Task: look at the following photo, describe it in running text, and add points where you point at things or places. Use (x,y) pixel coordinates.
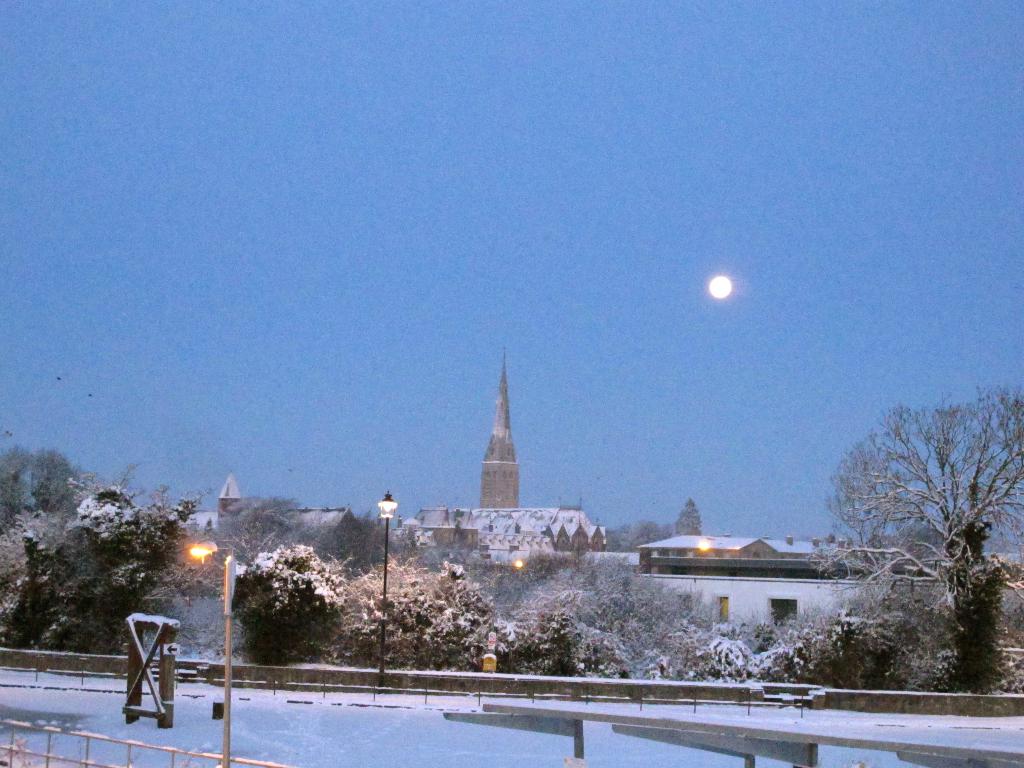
In the foreground (323,740) we can see the snow (300,749) on the road (336,764). Here we can see the metal fence (89,732) on both sides of the road (73,719). Here we can see the light pole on the side of a road (243,750). In the background (675,559), we can see the houses (512,477) and trees (417,603). Here we can see the moon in the sky (757,293).
